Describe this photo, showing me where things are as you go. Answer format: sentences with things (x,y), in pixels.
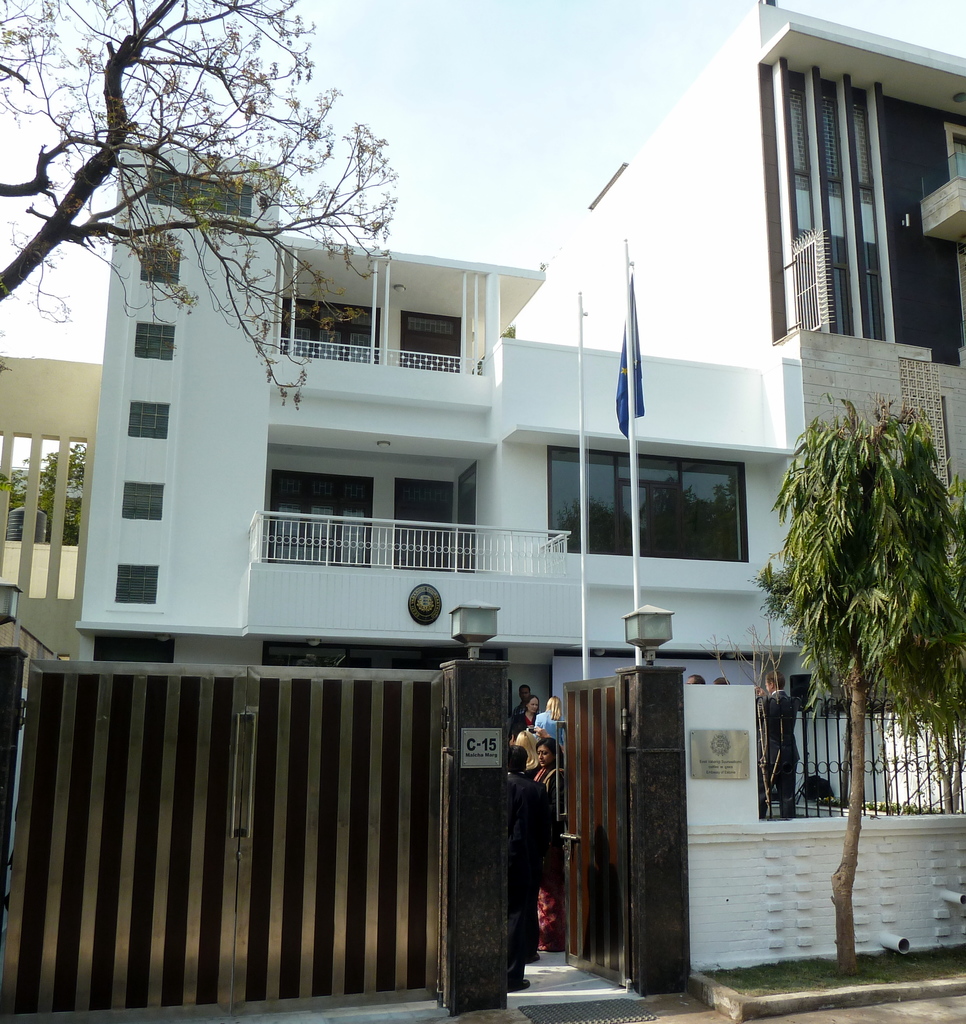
This picture is clicked outside. In the foreground (497,988) we can see the ground (329,1022), green grass (891,964) and a tree (916,594) and we can see the gate (310,814) and the text (478,744) and numbers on the boards (711,752) which are attached to the pillars (662,782) and we can see the lamps (646,638) and the metal rods (877,731). In the center (632,434) we can see the flag (621,399), poles (583,485), railings (419,528) and the windows (140,570) of the building (587,473) and we can see the group of people (543,823) seems to be standing on the ground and there is an object (418,604) hanging on the wall (375,604) of the building (345,598). In the background (324,129) we can see the sky (560,160), trees (72,480), a black color object (15,511) which seems to be the tanker (17,524). In the top left corner (195,85) we can see the tree (127,39).
